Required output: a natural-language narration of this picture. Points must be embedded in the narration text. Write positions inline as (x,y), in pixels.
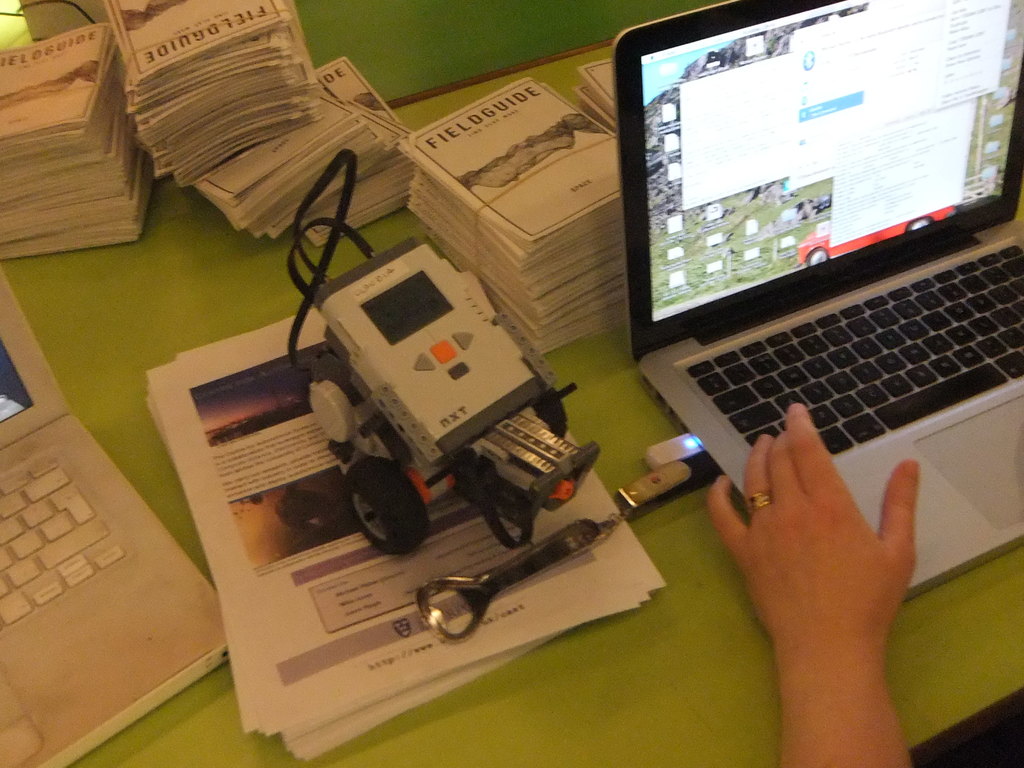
In the picture we can see a desk (553,700), which is green in color on it, we can see a laptop (827,355) and person hand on it and beside the laptop (957,188) we can see some papers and some machine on it and behind it, we can see some bundles of papers (166,44) and other laptop (185,569) which is cream in color and in the background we can see green in color.
